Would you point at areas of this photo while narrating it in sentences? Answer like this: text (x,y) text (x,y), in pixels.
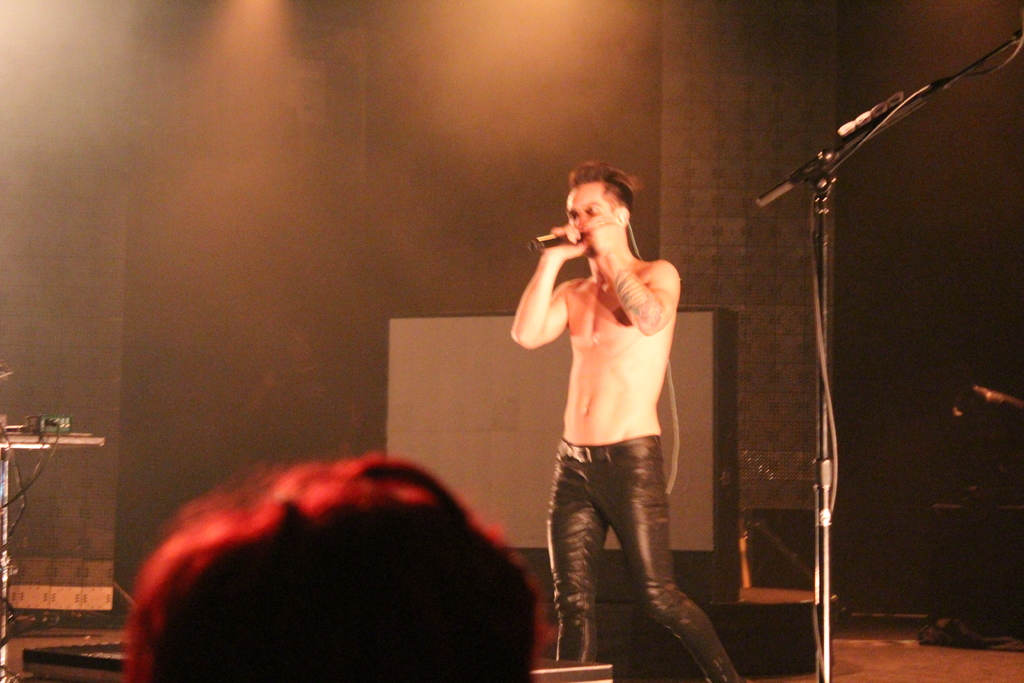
In the image there is a man (610,325) singing on mic (563,239), on the right side (863,144) there is a mic stand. In the background (932,536) its bit dark, there is light (546,33) focused coming from ceiling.
